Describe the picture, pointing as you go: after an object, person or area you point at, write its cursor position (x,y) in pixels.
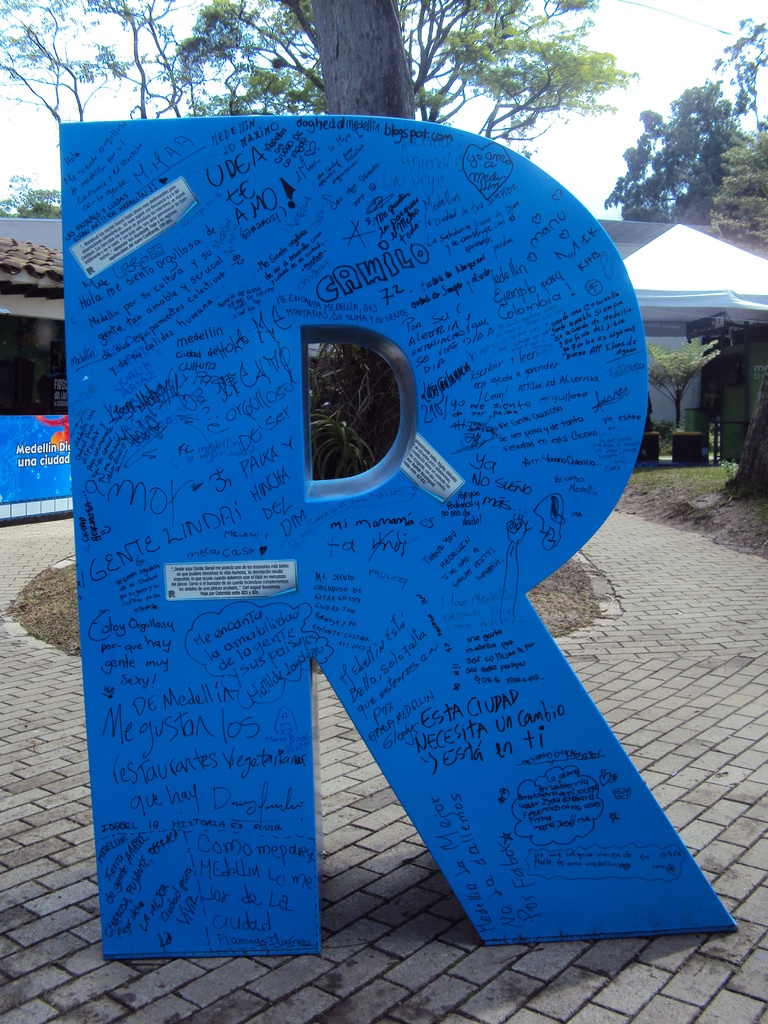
In this image I can see a huge structure (524,767) which is in the shape of letter "R" which is blue in color. In the background (31,435) I can see few trees (477,74), a house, a banner (45,437) and the sky (711,7).
